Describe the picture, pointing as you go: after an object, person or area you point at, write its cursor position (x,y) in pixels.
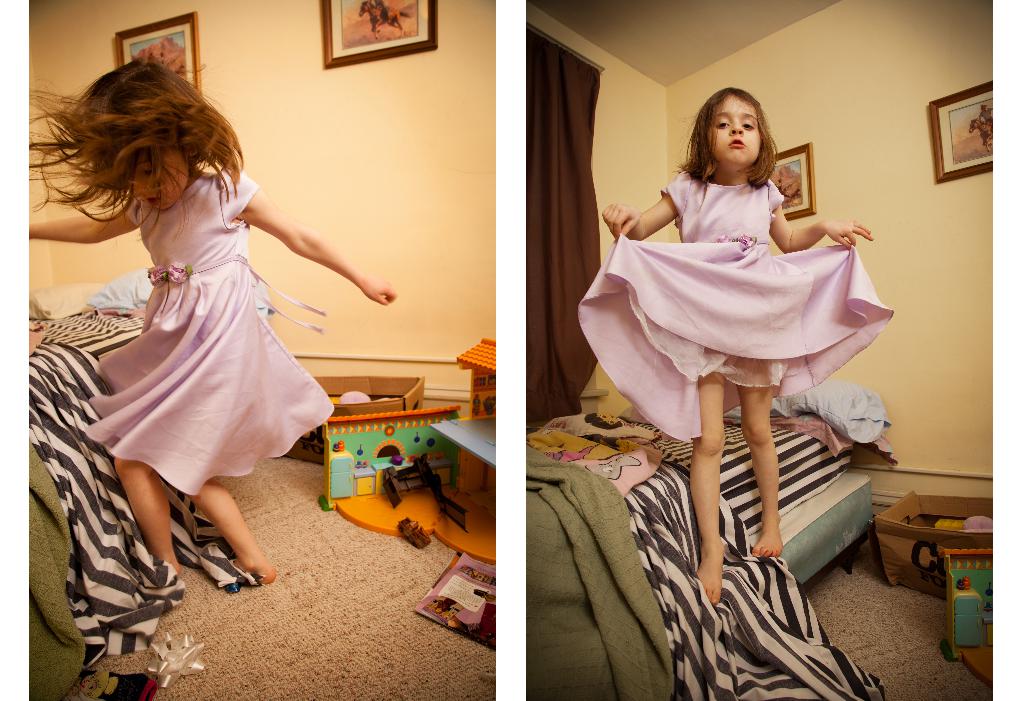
This is a collage image of two pictures on which we can see there is a girl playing and standing on the bed (865,678) beside her there are some toys (467,459) on carpet (902,611) and photos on the wall (239,71).
